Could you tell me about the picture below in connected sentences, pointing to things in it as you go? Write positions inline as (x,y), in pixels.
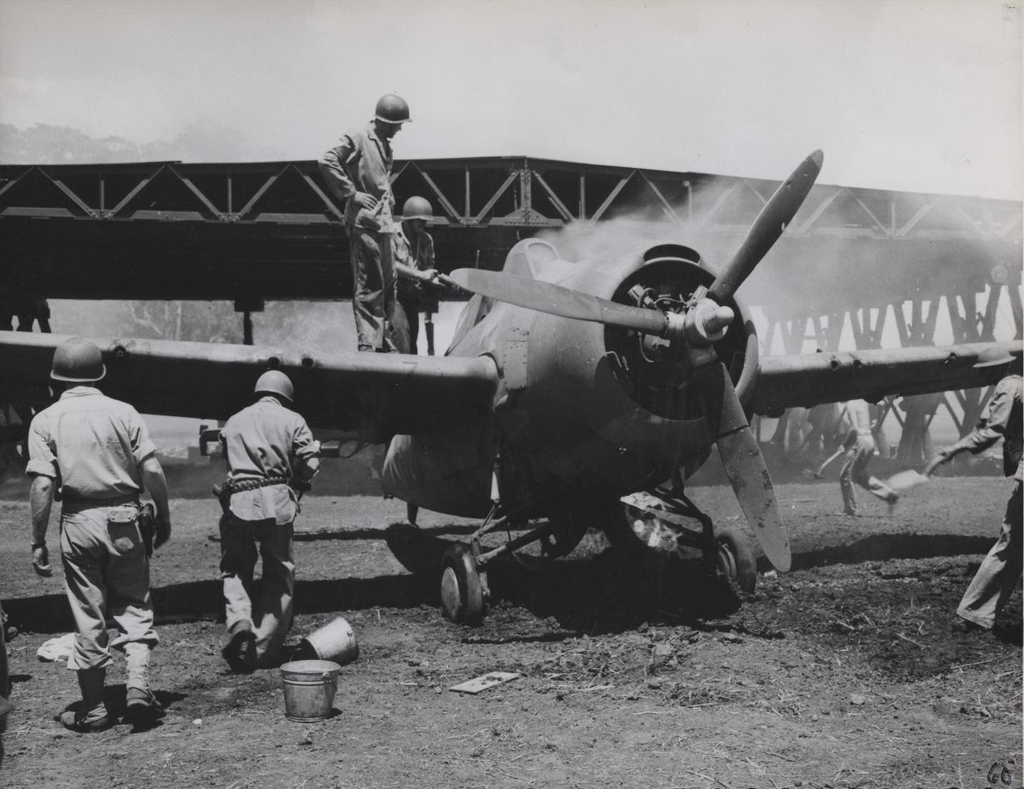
In this image we can see an aircraft (597,475) and few people (384,339) standing on it. There are few people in the image. A person (251,532) is holding an object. We can see the smoke (809,237) in the image. There is a shed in the image. There are many trees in the image. There are few objects (342,645) on the ground (298,536).
